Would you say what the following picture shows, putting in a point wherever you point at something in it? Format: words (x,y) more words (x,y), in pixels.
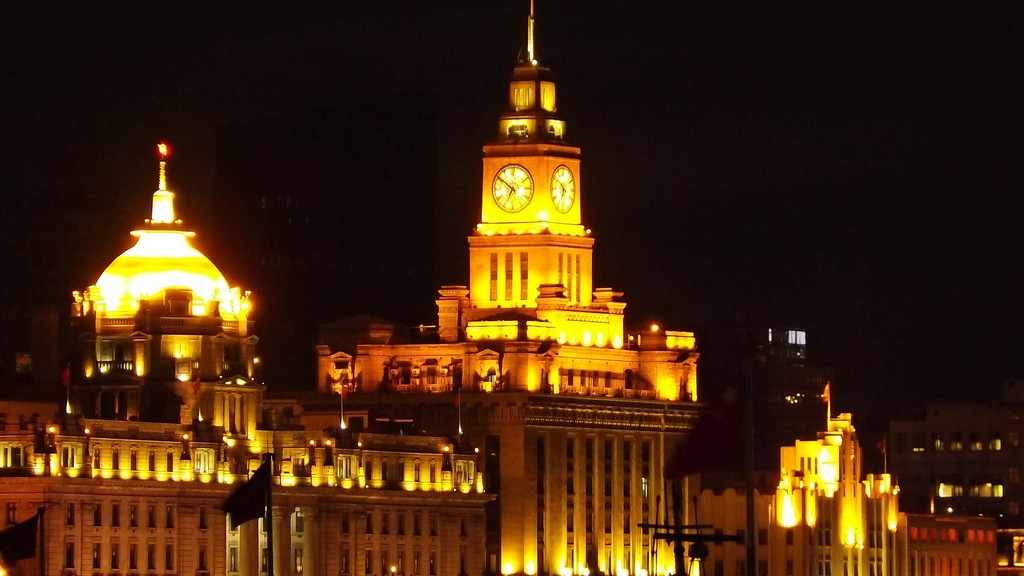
In this image we can see a building (396,471) with windows (611,501) and pillars (595,475). Also there are lights (618,338). On the building (539,209) there are clocks (526,200). In front of the building (117,502) there are flags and an electric pole (680,529). In the background (815,241) it is dark.
